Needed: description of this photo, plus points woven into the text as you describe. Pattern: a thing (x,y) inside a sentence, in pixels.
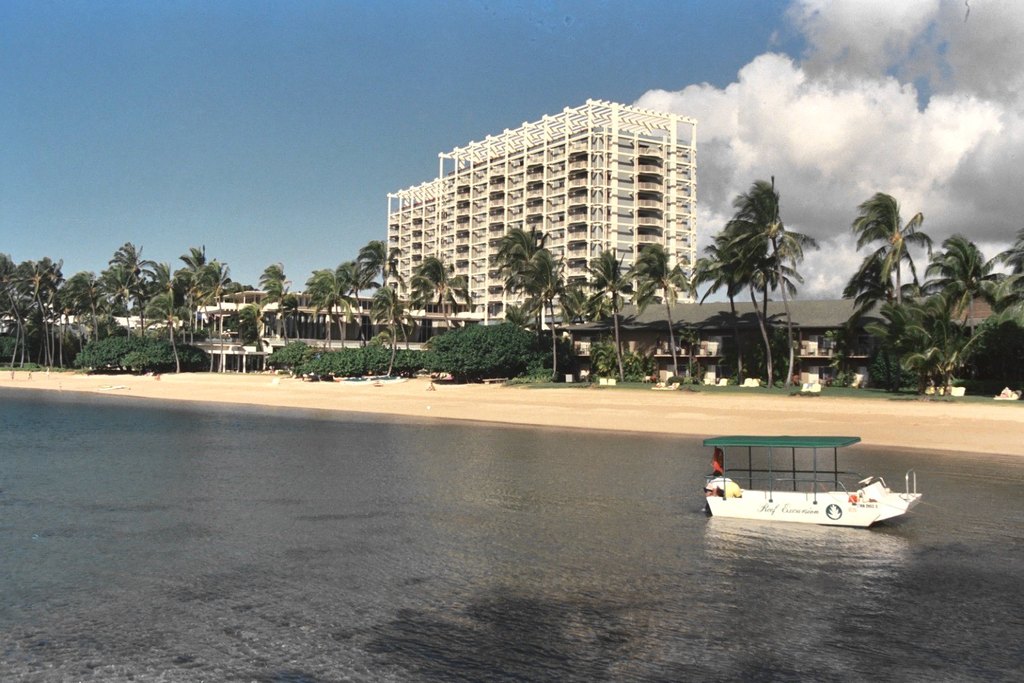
In this picture I can see a boat (826,502) on the water (681,496). In the background (488,295) I can see trees (443,349), houses (506,302) and the sky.
